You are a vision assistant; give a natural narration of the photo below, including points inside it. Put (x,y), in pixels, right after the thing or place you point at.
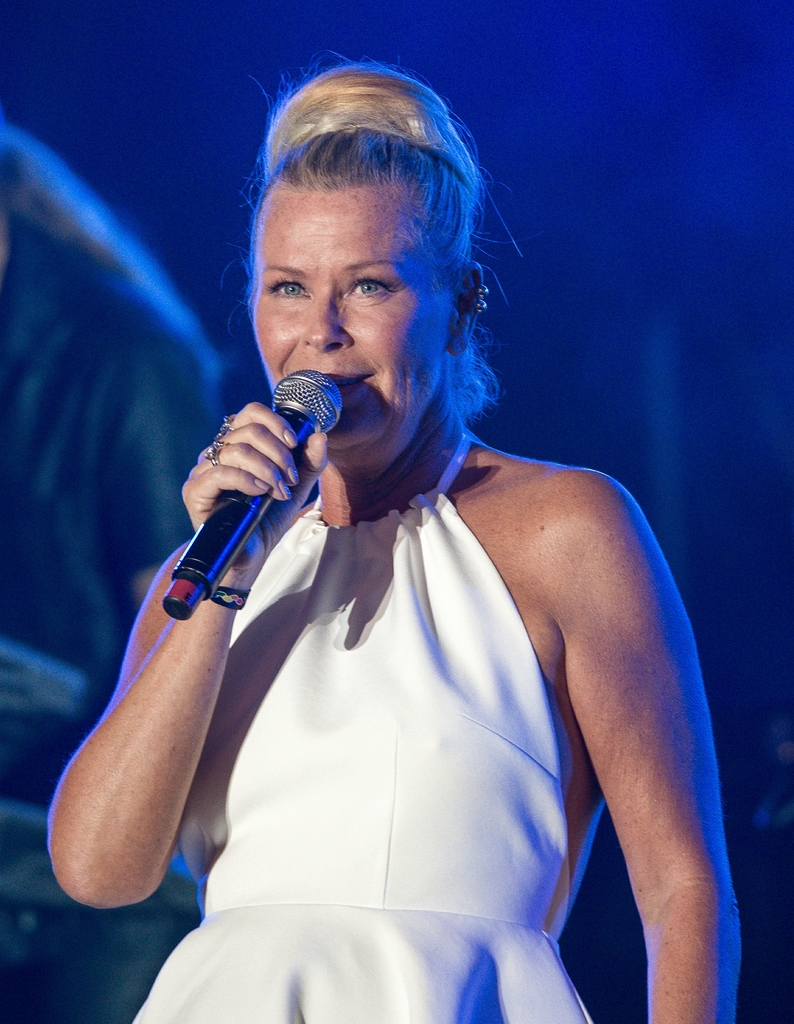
a person (445,928) is standing wearing a white dress (322,650), holding a microphone (324,399) in her hand (275,492). she has ties a bun (335,128) to her hair (379,69). behind her at the left (135,72) there is a person (197,441) and black background (618,424). blue light (639,58) is present on her.
